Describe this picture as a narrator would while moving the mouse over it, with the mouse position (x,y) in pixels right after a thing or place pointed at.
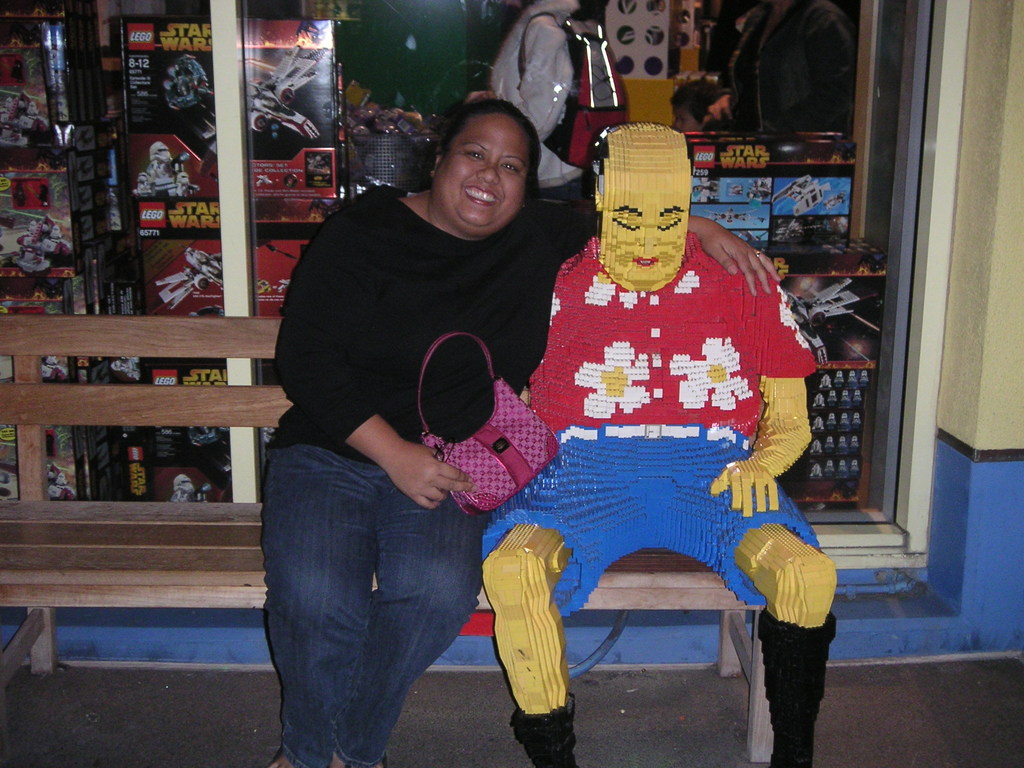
This image consists of a store back side (299,148) and a bench (53,392) in the front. On the bench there is a block person (588,450) it's a toy (606,532) and a woman (399,342) sitting. She is holding her purse (532,463) in her hand (439,477). She is smiling. Behind her in the store (610,13) there is a person (559,101) who is hanging a backpack (571,125) to his shoulder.
